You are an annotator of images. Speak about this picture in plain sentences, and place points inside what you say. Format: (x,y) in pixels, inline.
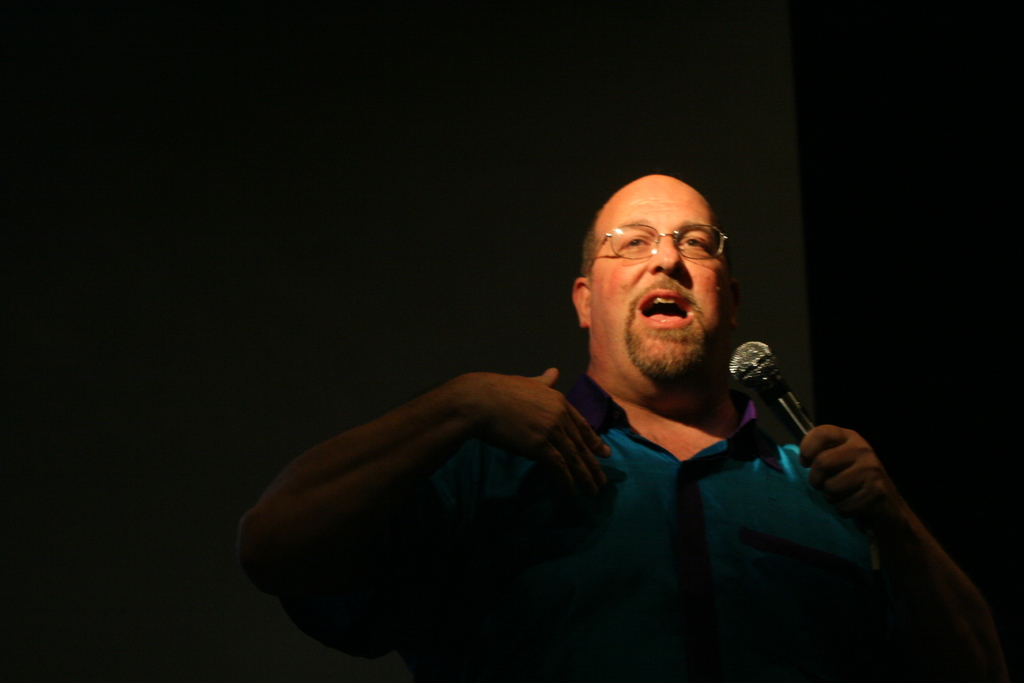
In the picture a man (695,231) is holding a microphone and talking something, in the background (440,314) we can find a black wall (395,290).
